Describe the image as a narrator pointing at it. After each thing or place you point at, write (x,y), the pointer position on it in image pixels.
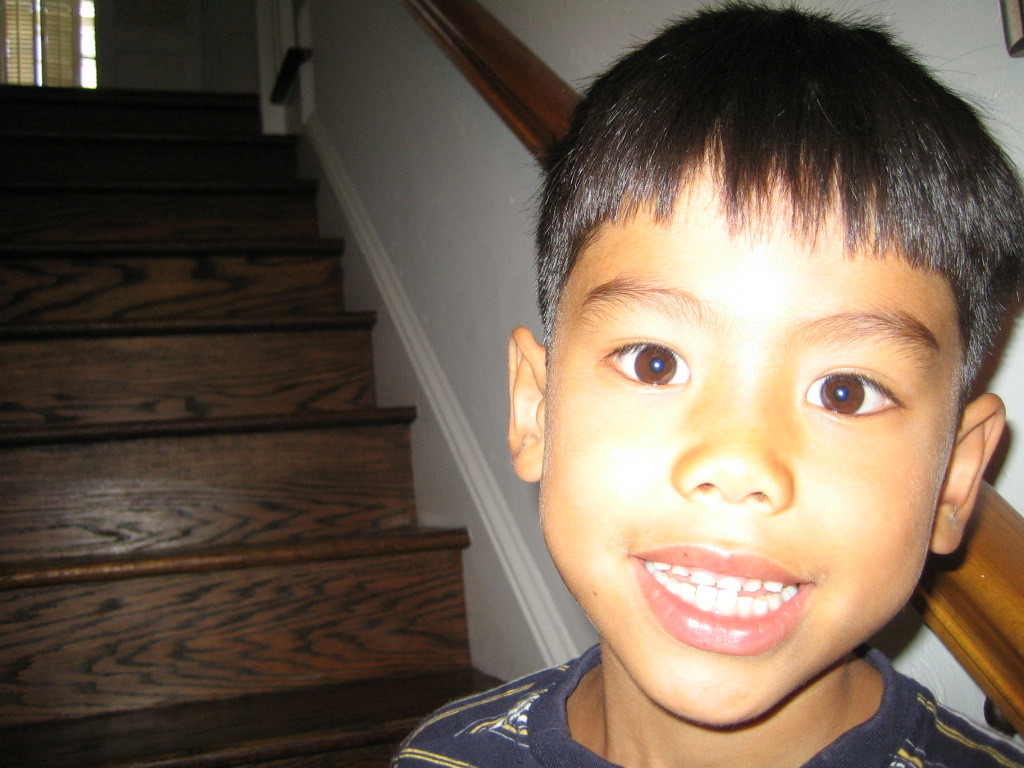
This image is taken indoors. In the background (439,258) there is a wall (564,33). There are few stairs (181,427) and there is a window blind (51,39). On the right side of the image (708,528) there is a kid (691,662).
